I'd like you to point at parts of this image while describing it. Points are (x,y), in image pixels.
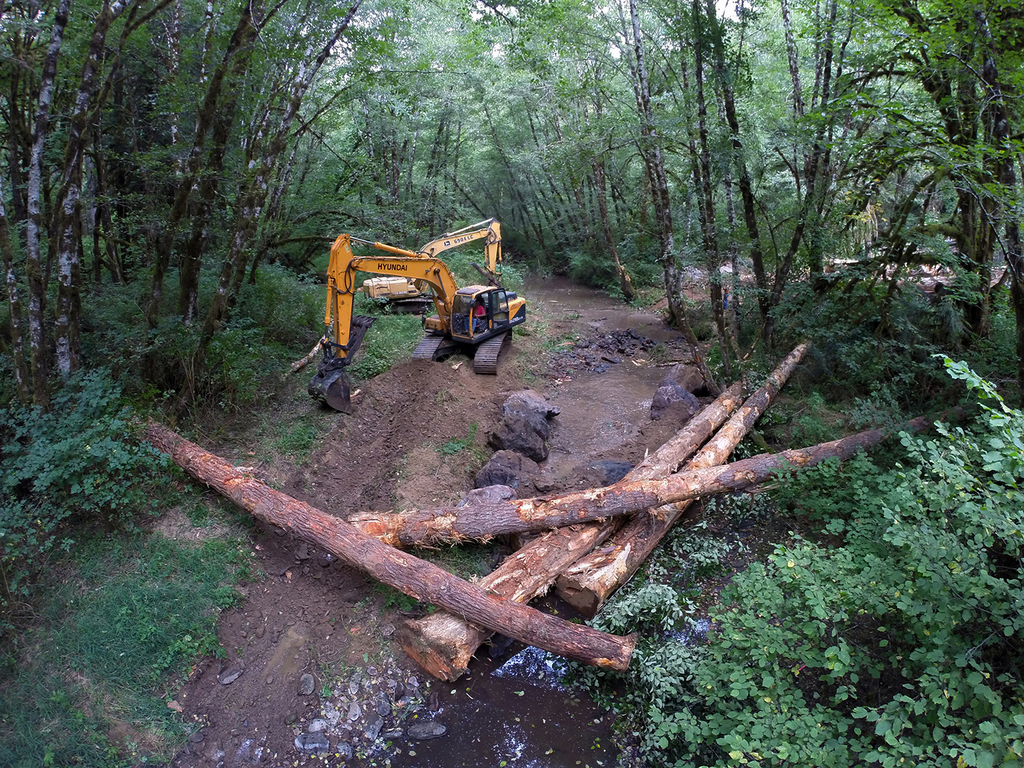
This image consists of a forest (312,341). In the front (287,517), we can see wooden sticks (648,466). At the bottom (126,634), there is green grass (126,634). In the background (786,165), there many trees (815,196). In the middle (385,259), there are two JCB vehicles (475,332).
